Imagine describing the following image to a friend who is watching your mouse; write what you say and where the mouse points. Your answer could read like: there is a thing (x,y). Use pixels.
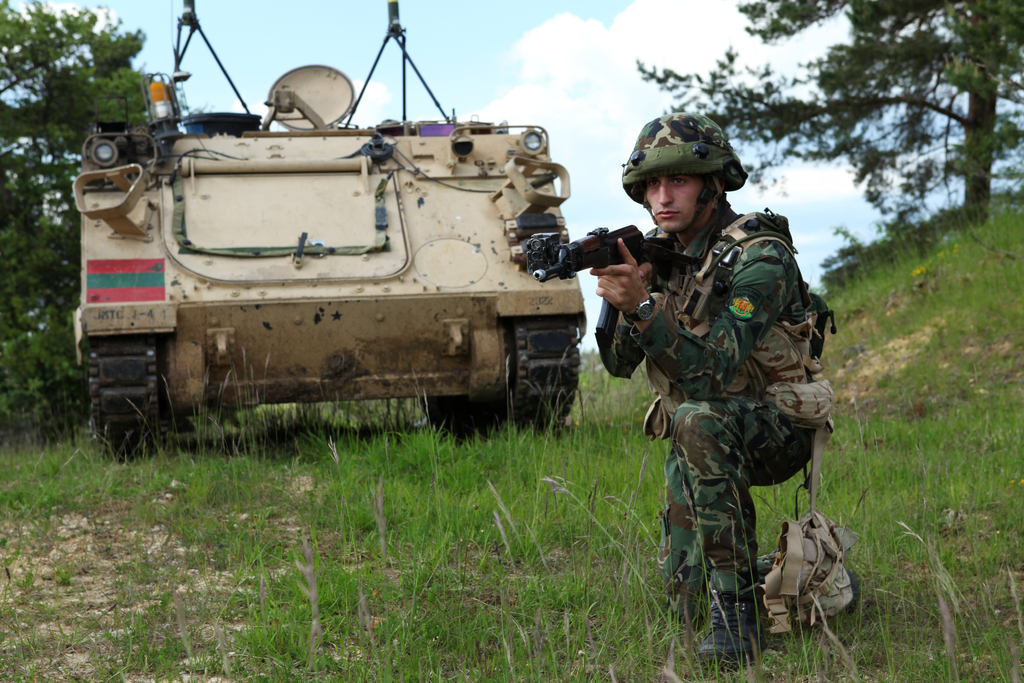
In this picture there is a person (752,401) wearing military dress (727,435) is crouching and holding a gun (595,232) in his hands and there is a panzer (466,199) beside him and there are trees (66,126) on either sides of him.
